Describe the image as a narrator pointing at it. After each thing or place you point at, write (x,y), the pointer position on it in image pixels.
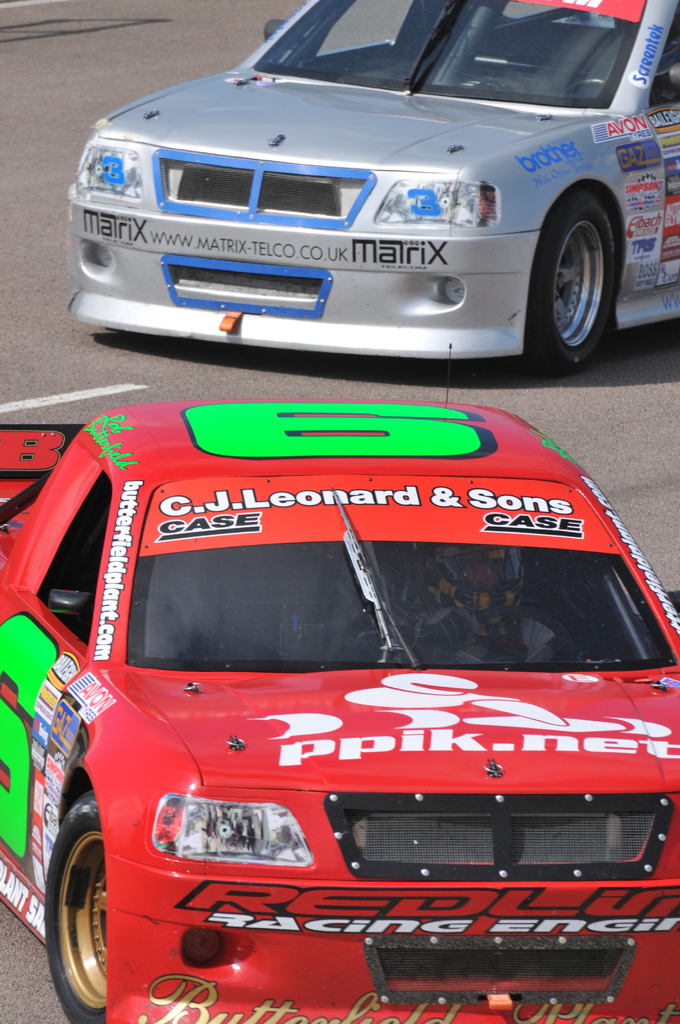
In this image we can see there are two cars (406,461) passing on the road (596,455).
